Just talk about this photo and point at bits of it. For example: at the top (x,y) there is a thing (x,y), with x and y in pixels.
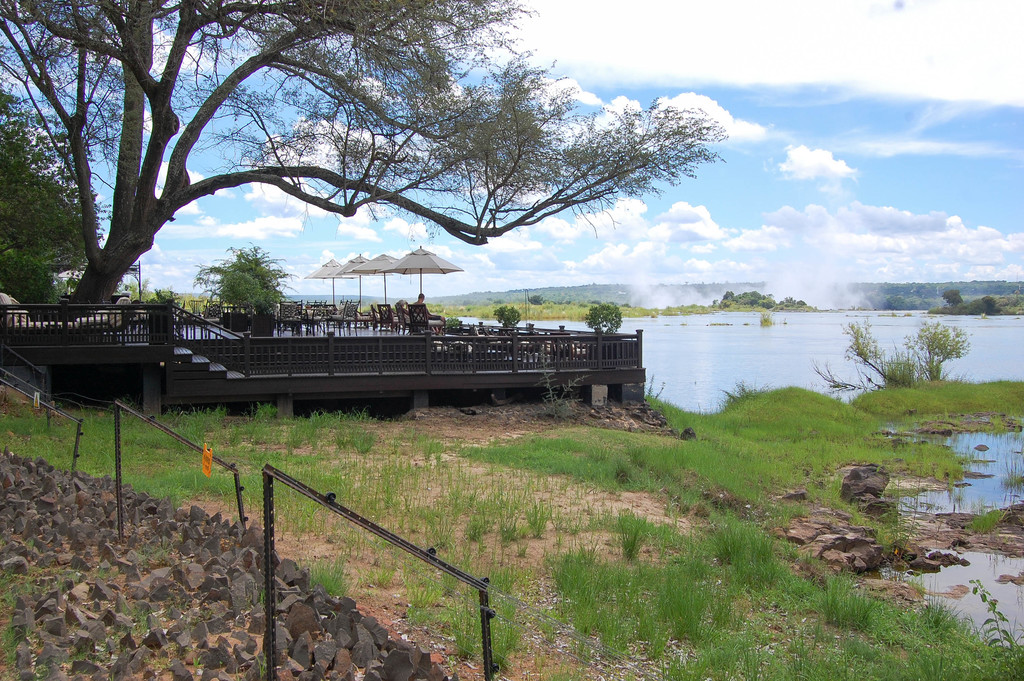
This picture consists of wooden stage (303,361) on which flower pots (259,327), plants (250,268), tents (335,263), chairs (413,308), under the tent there is a person (423,300) and tree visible in the middle (354,345), at the top (709,194) the sky (790,220) and at the bottom (213,588) there are some stones (391,669) and strands (244,518) visible.
